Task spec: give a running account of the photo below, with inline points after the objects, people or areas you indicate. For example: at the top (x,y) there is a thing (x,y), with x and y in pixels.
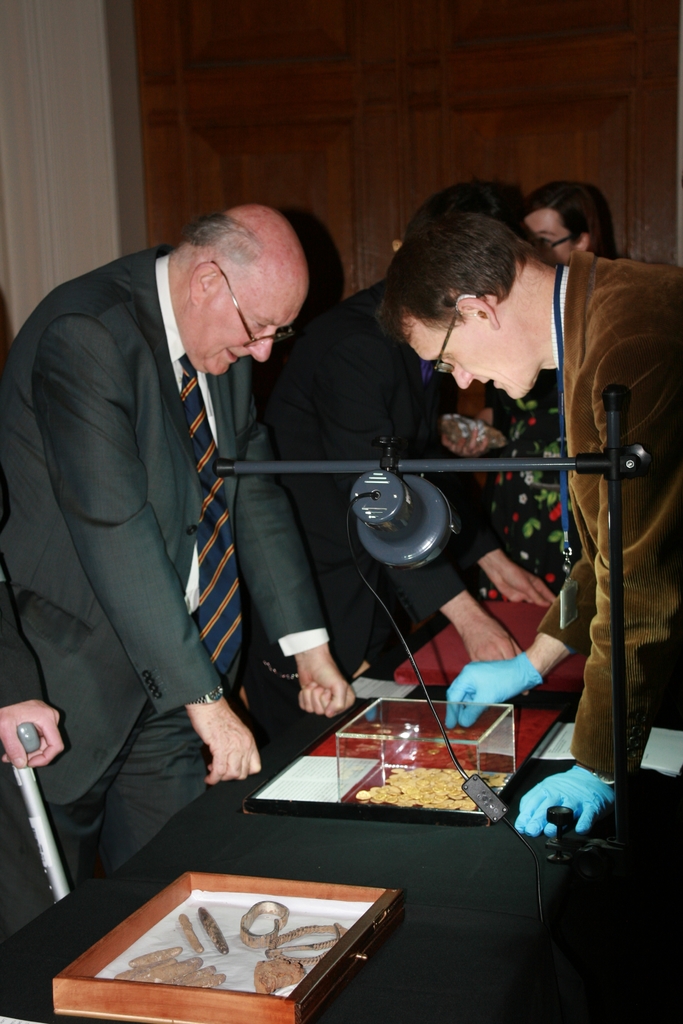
In this image I can see a person (85,420) wearing white shirt (169,324), black blazer (112,423) and black pant (121,775) is standing and another person (555,615) wearing brown blazer (641,334) is standing. I can see a table (457,854) in front of them which is black in color and on it I can see few boxes (439,736) with few objects (422,784) in them. I can see few wires (489,804) and a light (402,521). In the background (452,400) I can see few other persons (508,409), the door (446,176) and the wall (44,95).
